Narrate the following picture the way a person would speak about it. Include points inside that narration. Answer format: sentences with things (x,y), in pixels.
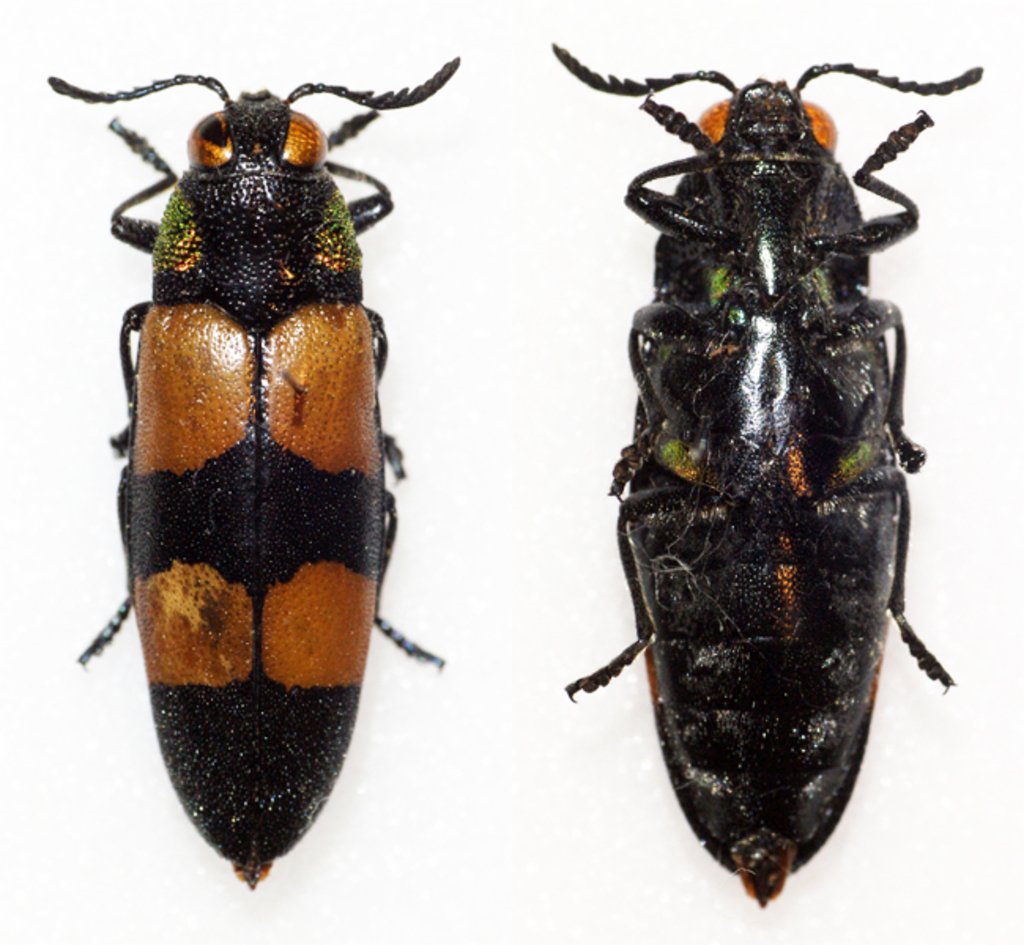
In this image, we can see there are two insects (620,94) having legs (125,430) on a surface (134,284). And the background (850,43) is white in color.
